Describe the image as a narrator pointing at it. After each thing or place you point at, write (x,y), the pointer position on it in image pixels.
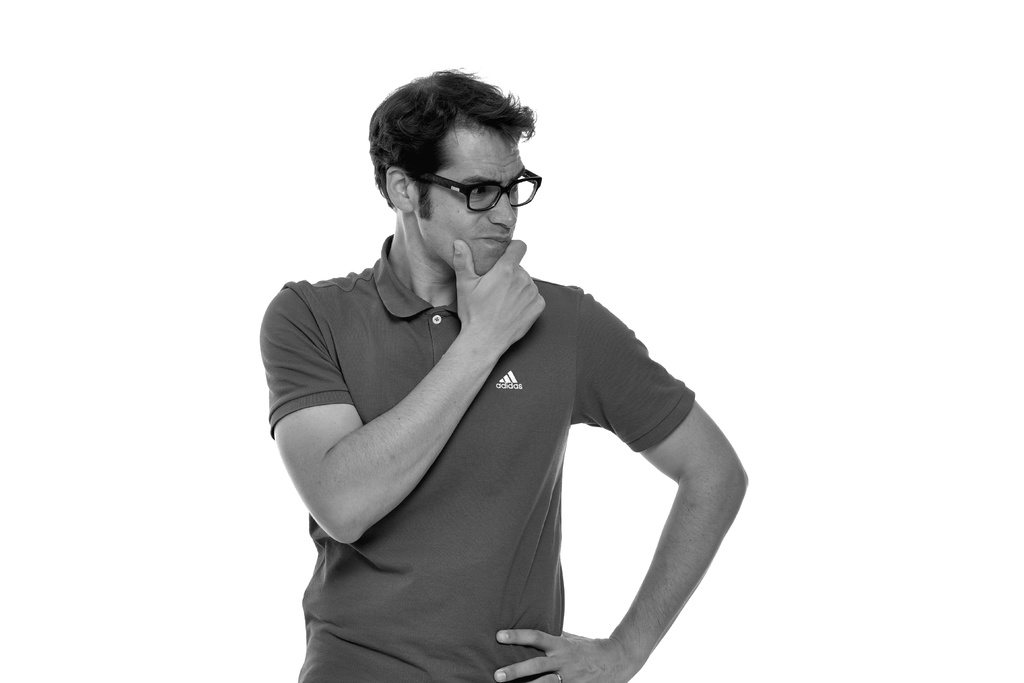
In this image I can see a person (440,601) standing wearing spectacles (487,204) and the image is in black and white.
